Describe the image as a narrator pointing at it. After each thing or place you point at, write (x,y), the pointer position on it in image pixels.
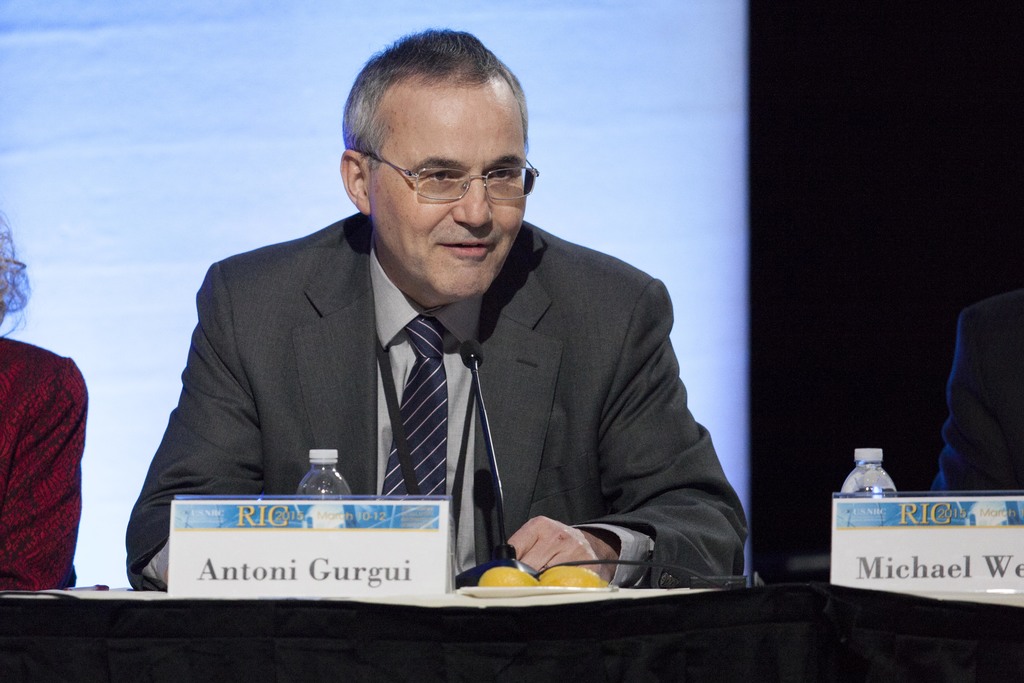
There is a person (374,315) wearing specs (458,181). In front of him there is a table (549,626). On that there are bottles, name boards (858,506), mic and some other items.
